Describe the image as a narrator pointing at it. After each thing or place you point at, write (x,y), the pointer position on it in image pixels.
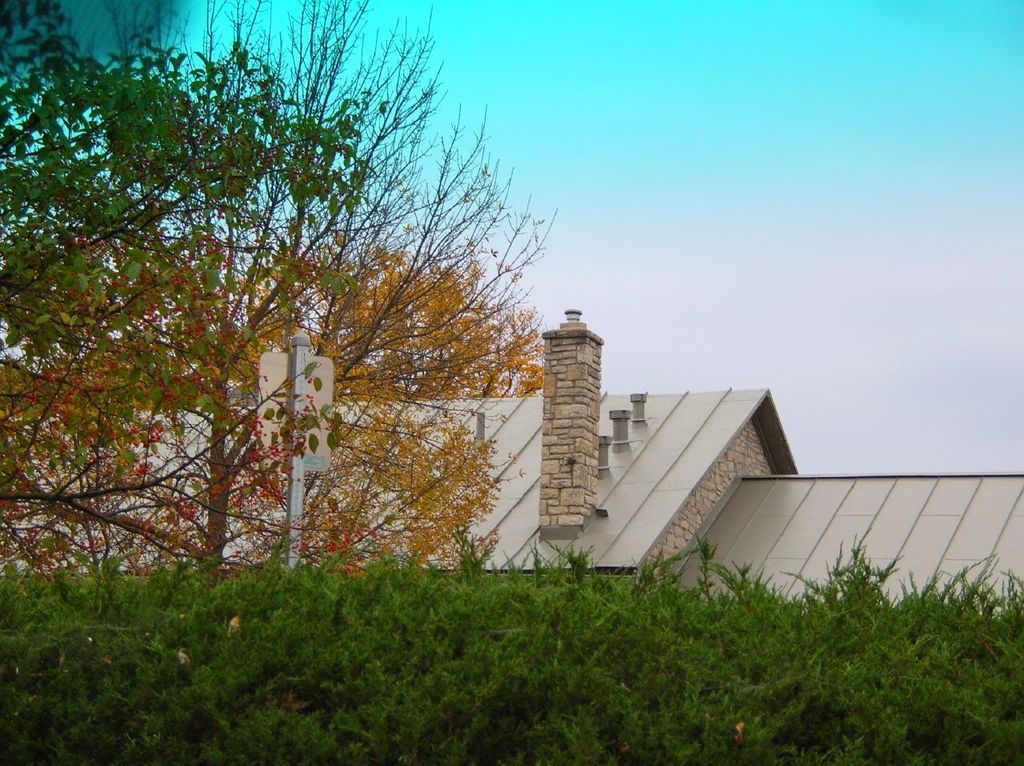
In the picture we can see a grass plant (782,658) and trees (259,539) and in the background (605,566), we can see some building (677,485) and a sky (856,188) which is blue in color.
